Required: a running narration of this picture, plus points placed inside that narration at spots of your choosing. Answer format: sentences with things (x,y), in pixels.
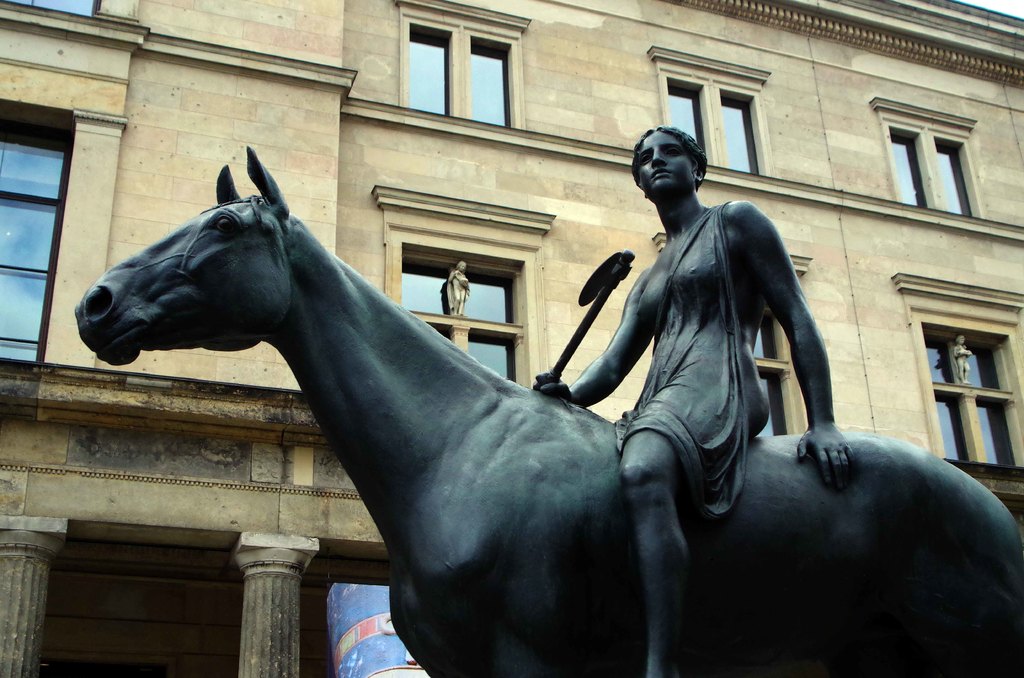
This picture shows a statue (963,665) of a woman (778,299) riding a horse (410,648) and we see a building (729,117).
